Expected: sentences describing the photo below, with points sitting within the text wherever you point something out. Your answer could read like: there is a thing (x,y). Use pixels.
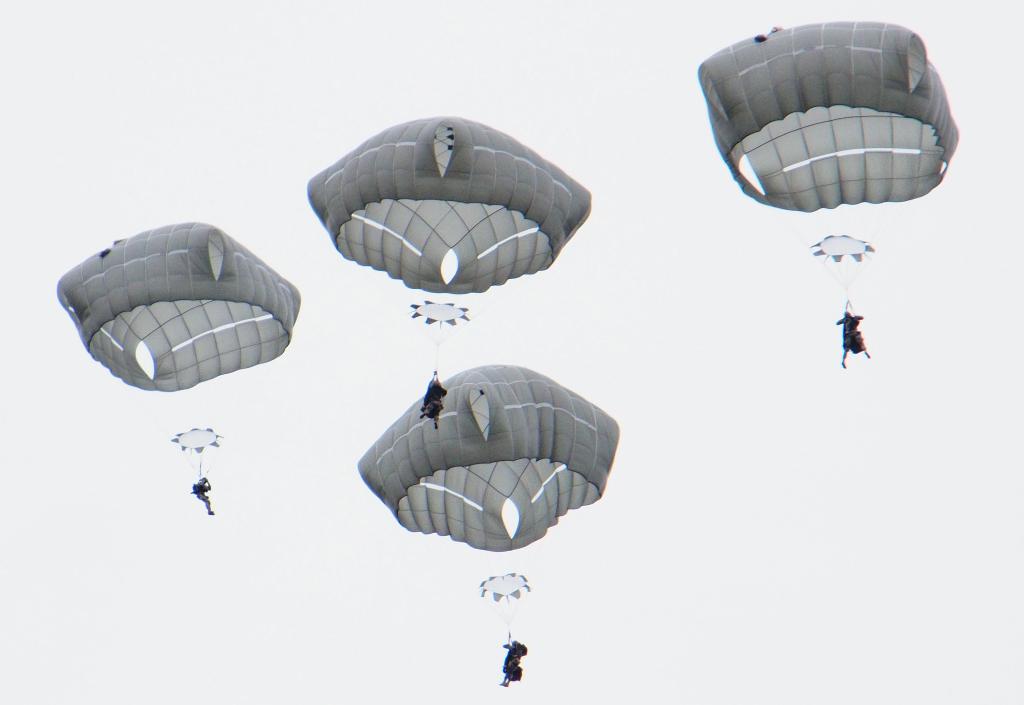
In this image I can see four persons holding parachutes (494,575) and the image is in black and white.
